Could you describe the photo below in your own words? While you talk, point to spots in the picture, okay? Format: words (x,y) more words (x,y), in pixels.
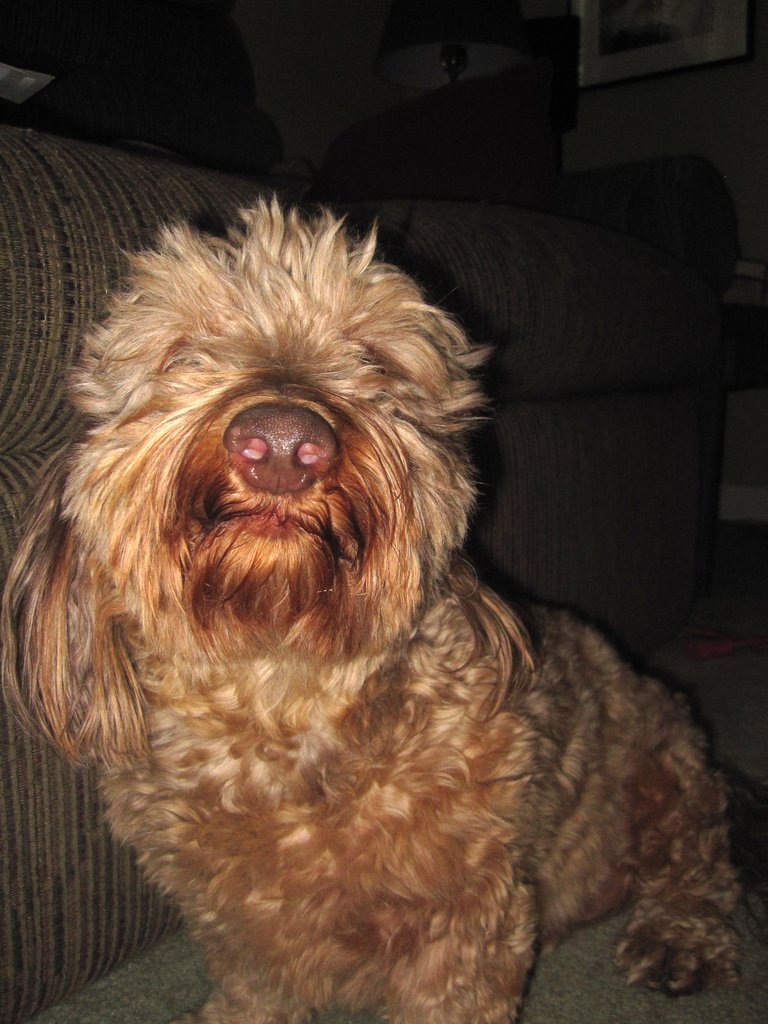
In this picture we can see a dog (312,595) sitting, on the left side (131,239) there is a sofa (155,210), we can see a lamp (444,48) and a photo frame (673,44) in the background (684,31).
